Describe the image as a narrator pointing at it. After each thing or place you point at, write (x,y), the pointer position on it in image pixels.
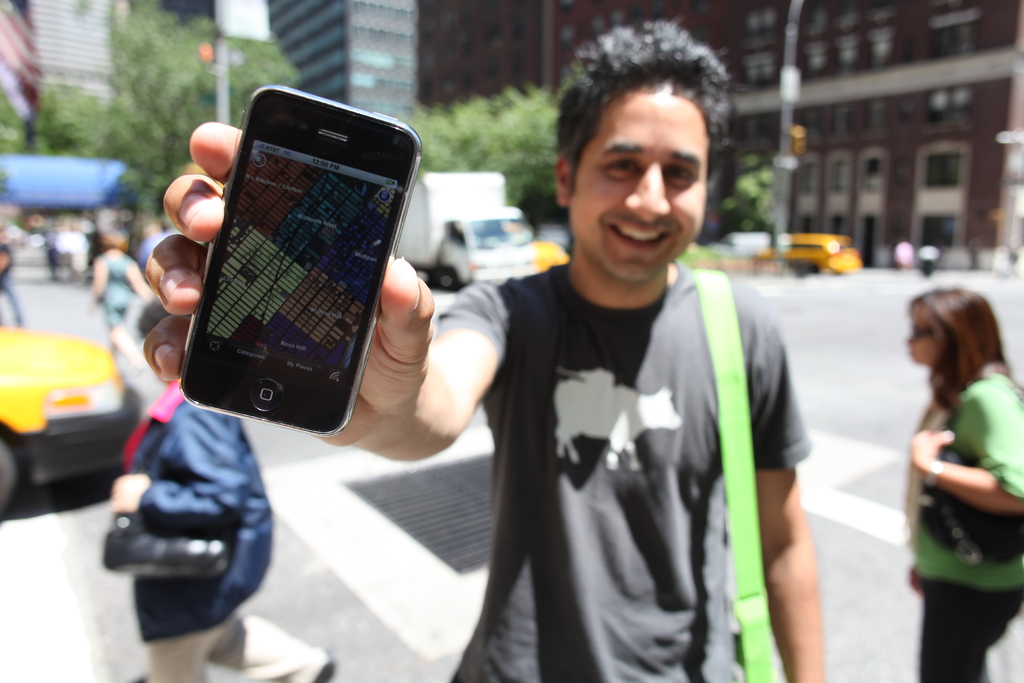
In the middle of the image (343,422) a man (681,127) is standing and holding a mobile phone (367,189). Bottom right side of the image (955,656) a woman (956,290) is standing. Bottom left side of the image (251,483) a woman (269,509) is walking, Behind her there is a car (90,358). In the middle of the image (473,268) there is a vehicle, behind the vehicle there is a tree (473,139). Top right side of the image (820,75) there is a building (823,50). Top left side of the image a group of people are there.
